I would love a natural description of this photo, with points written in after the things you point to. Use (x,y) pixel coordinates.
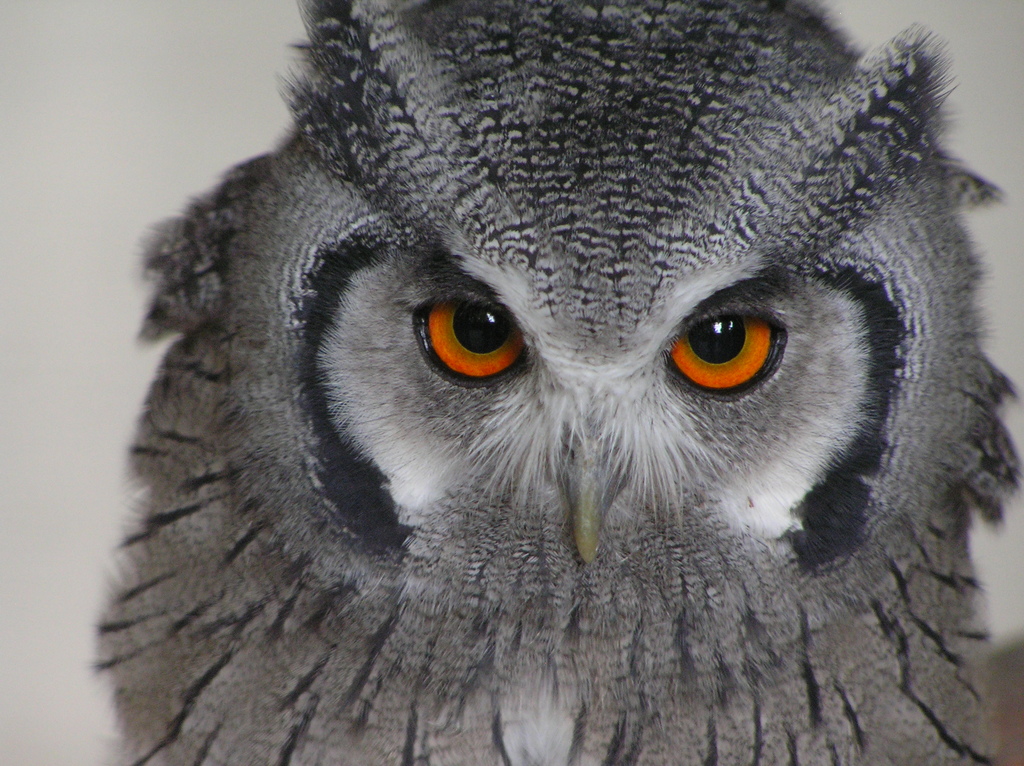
In this image we can see an owl (572,427).
